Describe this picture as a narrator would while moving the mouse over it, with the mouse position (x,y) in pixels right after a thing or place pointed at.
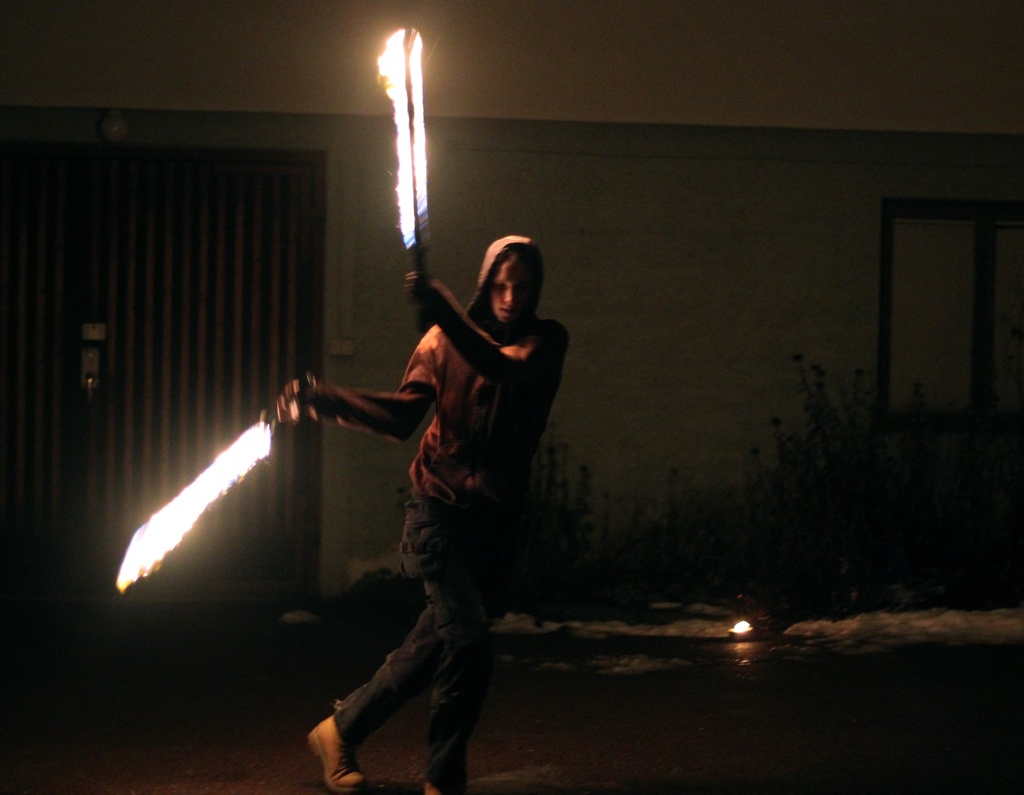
In the foreground (438,389), I can see a person (483,394) is holding fire sticks (416,269) in hand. In the background (311,511), I can see a building (637,296), door (250,156), window (911,335) and houseplants (890,519). This image taken, maybe during night.
